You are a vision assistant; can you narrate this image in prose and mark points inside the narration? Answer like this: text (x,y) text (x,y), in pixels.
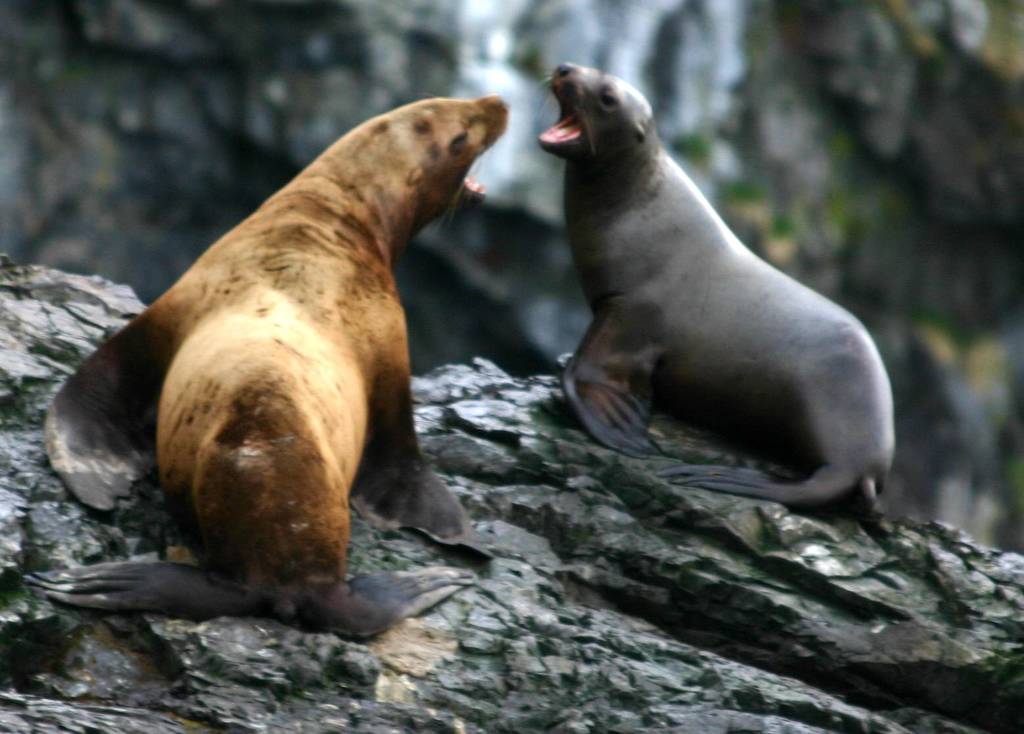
In this image there are two sea lions (604,275) on the stone (568,543). They are facing each other by opening their mouths (466,197). In the background (463,46) there is a big rock (876,70).
